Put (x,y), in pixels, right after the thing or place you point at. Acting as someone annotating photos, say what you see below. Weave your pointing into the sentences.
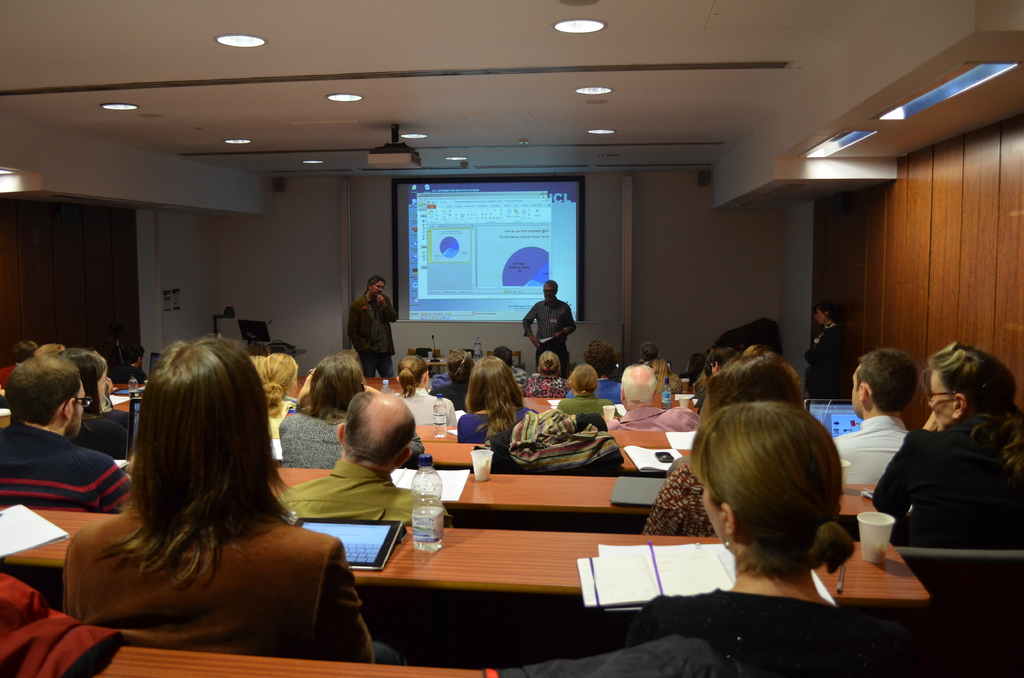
In this image, we can see people (506,423) sitting on the bench (576,547) and we can see bottles (440,488) and glasses (476,462). In the background (548,269), there are two people (545,294) standing and a projector screen (548,245) placed on the wall (679,232) and at the top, there are lights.
